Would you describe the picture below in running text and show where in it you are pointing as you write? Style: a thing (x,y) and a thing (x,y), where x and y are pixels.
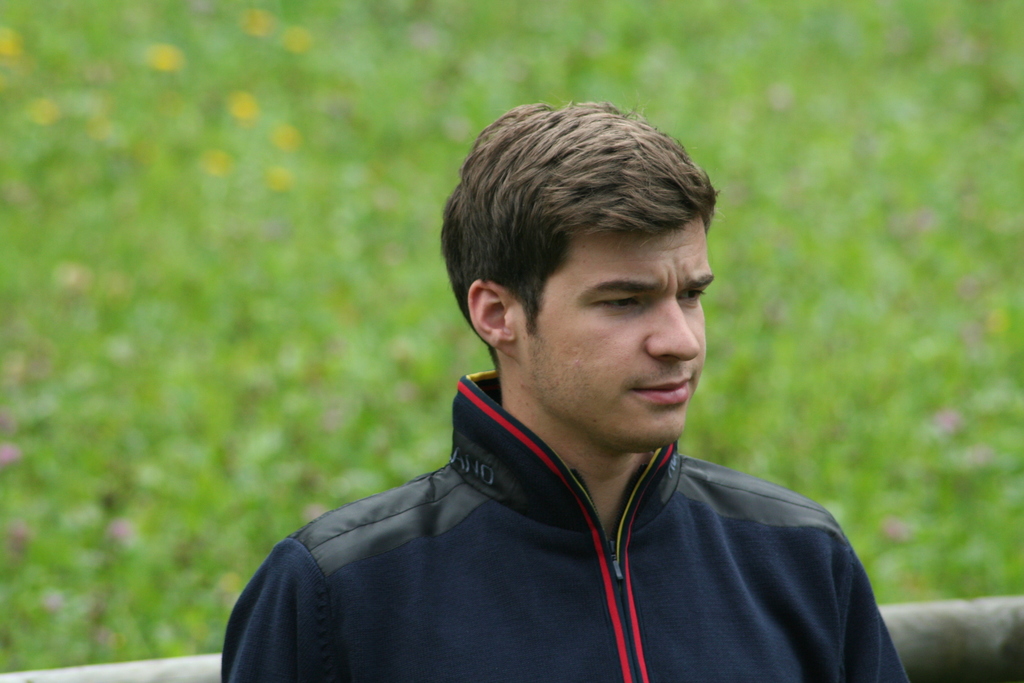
This is a close up image of a man (607,557) wearing jacket (656,570), this is a grass (950,577) and the background (945,557) is blurred.
